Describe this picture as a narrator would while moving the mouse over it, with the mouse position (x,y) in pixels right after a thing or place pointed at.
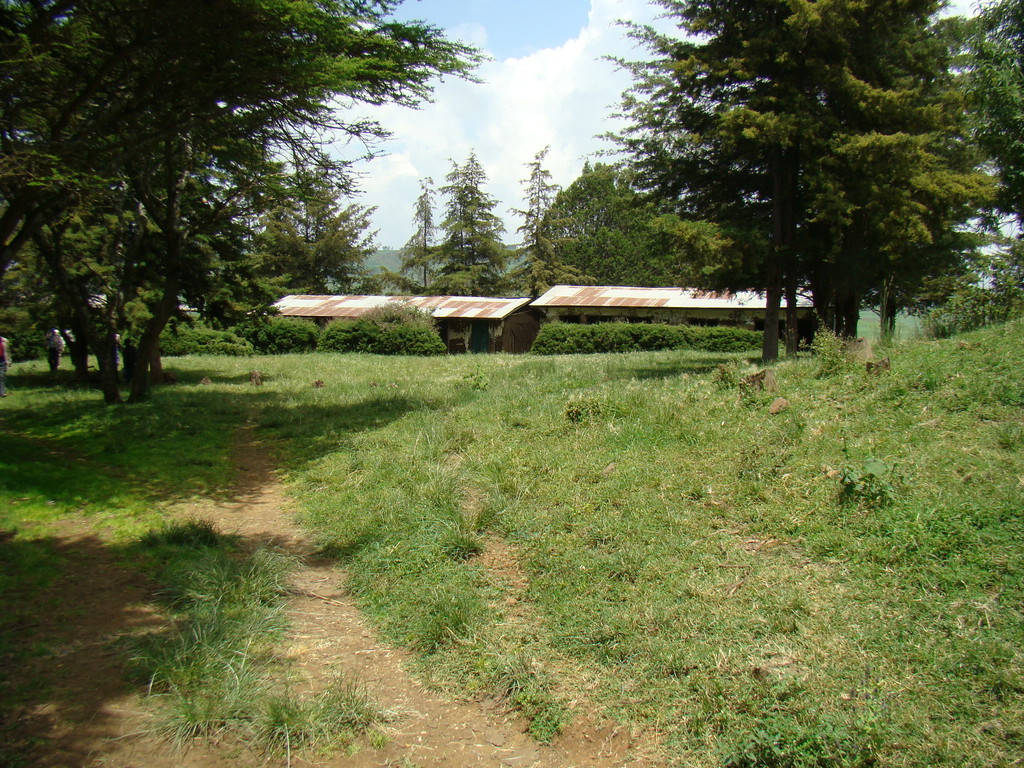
In this image I can see an open ground (529,516) with grass (783,489) and trees (906,151). I can see houses (808,327) in the center of the image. At the top of the image (506,55) I can see the sky (521,64).
